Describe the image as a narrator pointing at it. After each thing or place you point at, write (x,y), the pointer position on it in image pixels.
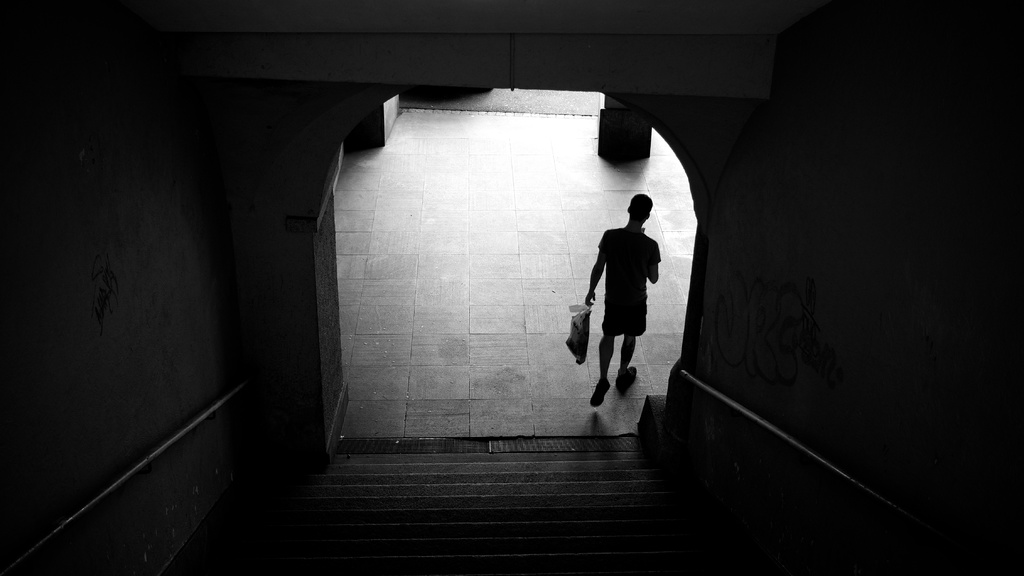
In the foreground of this black and white image, there are stairs (530,529). On either side, there are walls (911,347). In the background (623,279), there is a man (631,317) holding a cover (582,342) is walking on the floor (495,318).
